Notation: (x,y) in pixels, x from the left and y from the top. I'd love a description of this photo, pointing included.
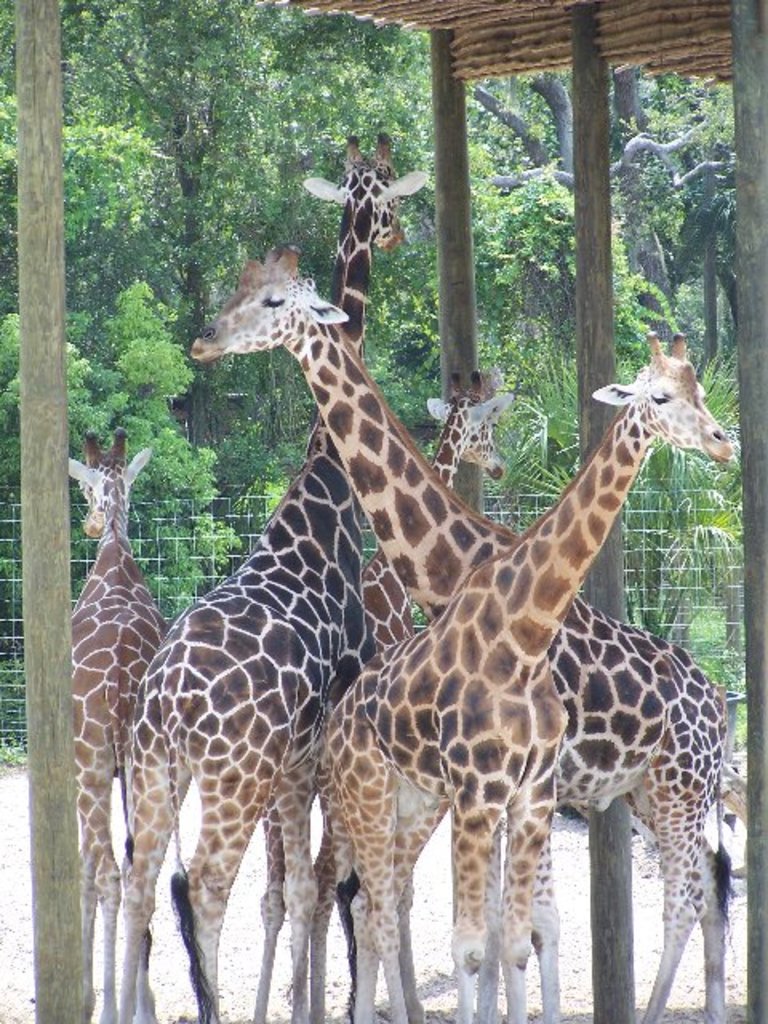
In the foreground of the image (207,743), there are giraffes (419,753) under the shelter (606,46). In the background (361,142), there are trees (210,173) and the fencing (196,521).
